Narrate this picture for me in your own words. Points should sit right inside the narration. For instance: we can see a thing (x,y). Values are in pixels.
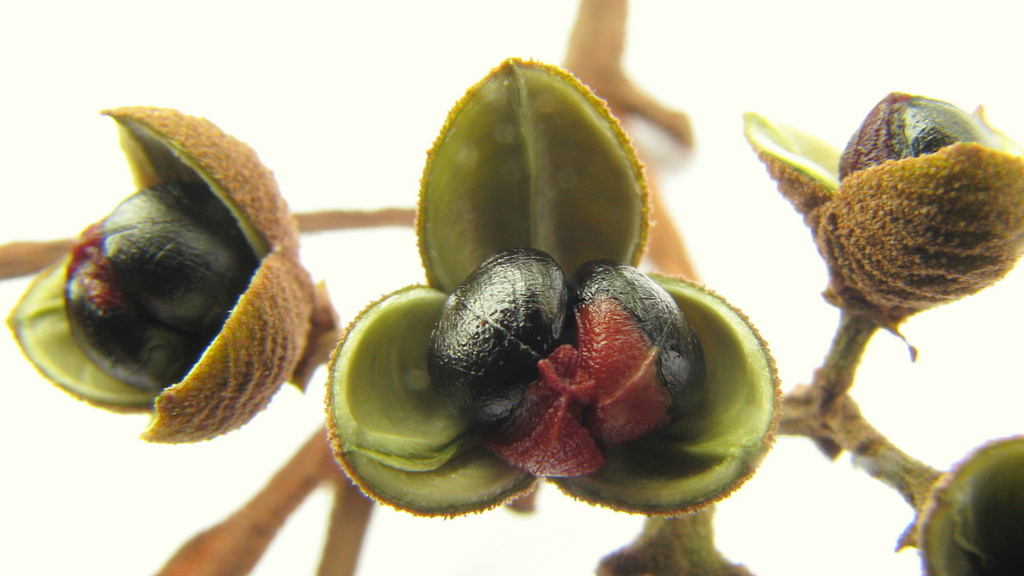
In this image I can see few buds (555,352) which are black and red in color to a tree (964,281) which are brown and green in color. I can see the white colored background (56,436).
